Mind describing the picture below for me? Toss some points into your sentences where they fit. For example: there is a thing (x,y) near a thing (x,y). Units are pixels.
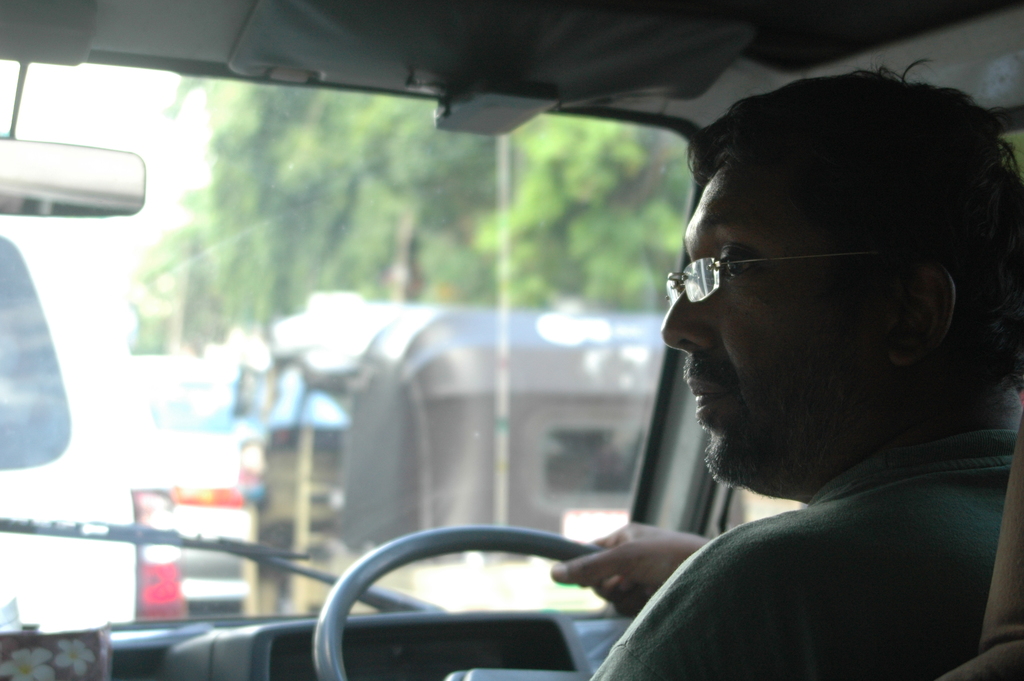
In the middle of the image (381,325) there is a vehicle (389,333). Bottom right side of the image (690,585) a man (986,294) sitting on a vehicle (485,28). Through the window (445,182) we can see the trees (418,152).
